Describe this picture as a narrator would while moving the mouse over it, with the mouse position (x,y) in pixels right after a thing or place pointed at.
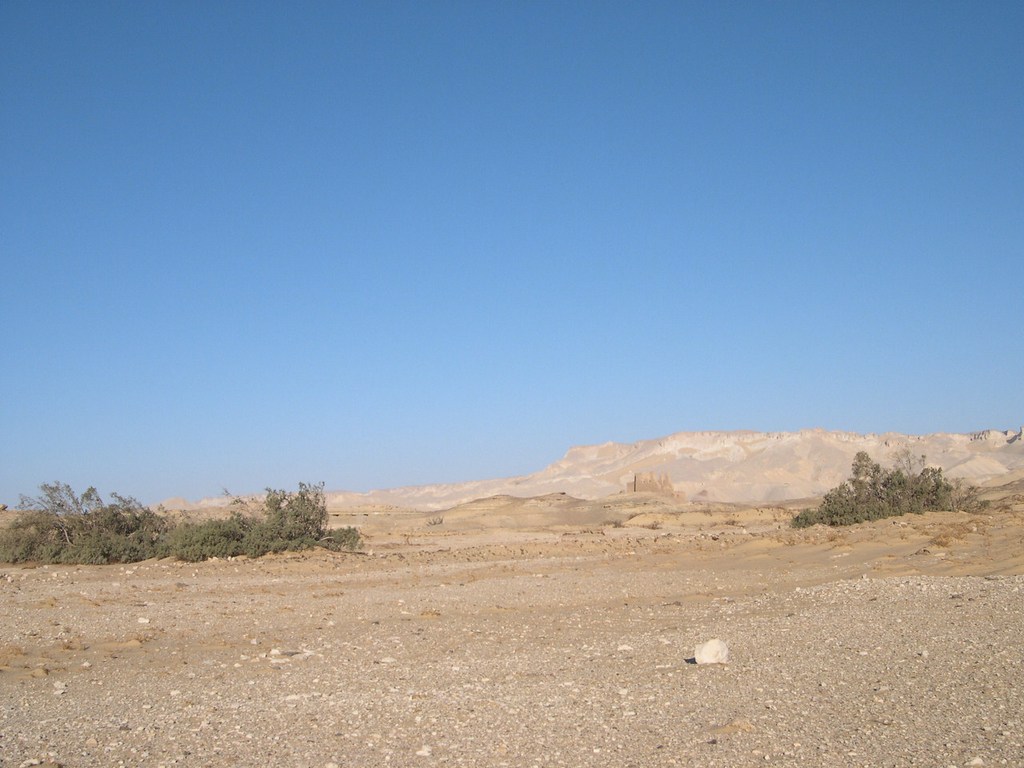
In this picture we can see ground (782,534), plants (195,535) and hill (255,505). In the background of the image (790,149) we can see the sky (814,242) in blue color.
